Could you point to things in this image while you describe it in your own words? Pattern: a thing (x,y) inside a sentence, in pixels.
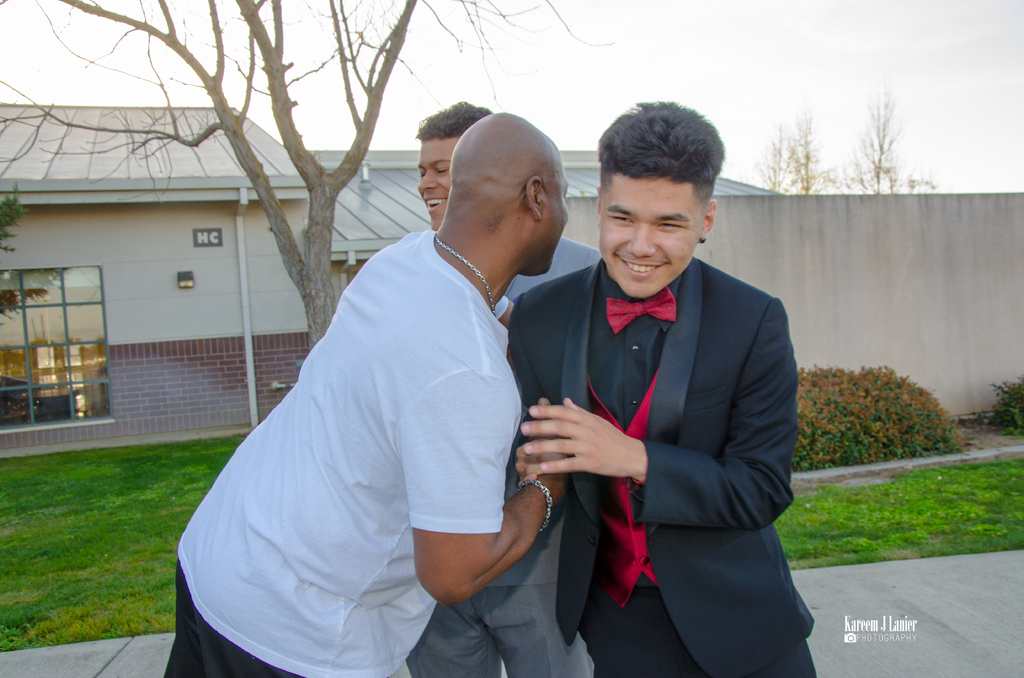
In this picture I can see three people (614,470) with a smile. I can see trees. I can see the plants (861,442). I can see the wall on the right side (829,268). I can see the house (191,274) on the left side (254,391). I can see glass windows (86,393). I can see clouds (819,94) in the sky (679,71).
